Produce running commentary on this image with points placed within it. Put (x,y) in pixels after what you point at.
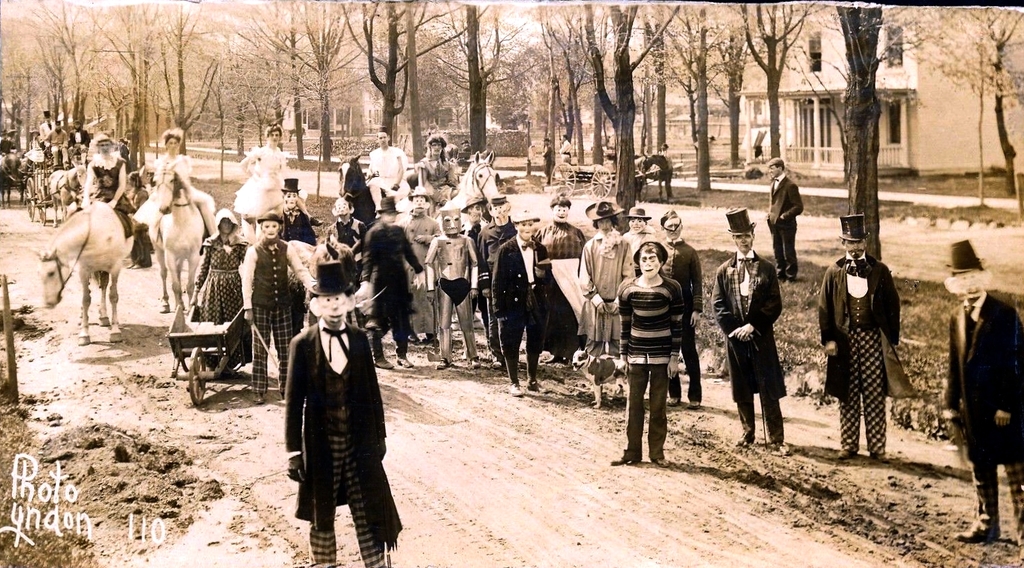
In this image I can see number of persons (333,292) are standing on the ground (716,347) wearing hats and masks (980,290) and few persons (243,189) sitting on horses (174,228) which are white in color. In the background (434,84) I can see few trees (314,71), few buildings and the sky (445,36).
